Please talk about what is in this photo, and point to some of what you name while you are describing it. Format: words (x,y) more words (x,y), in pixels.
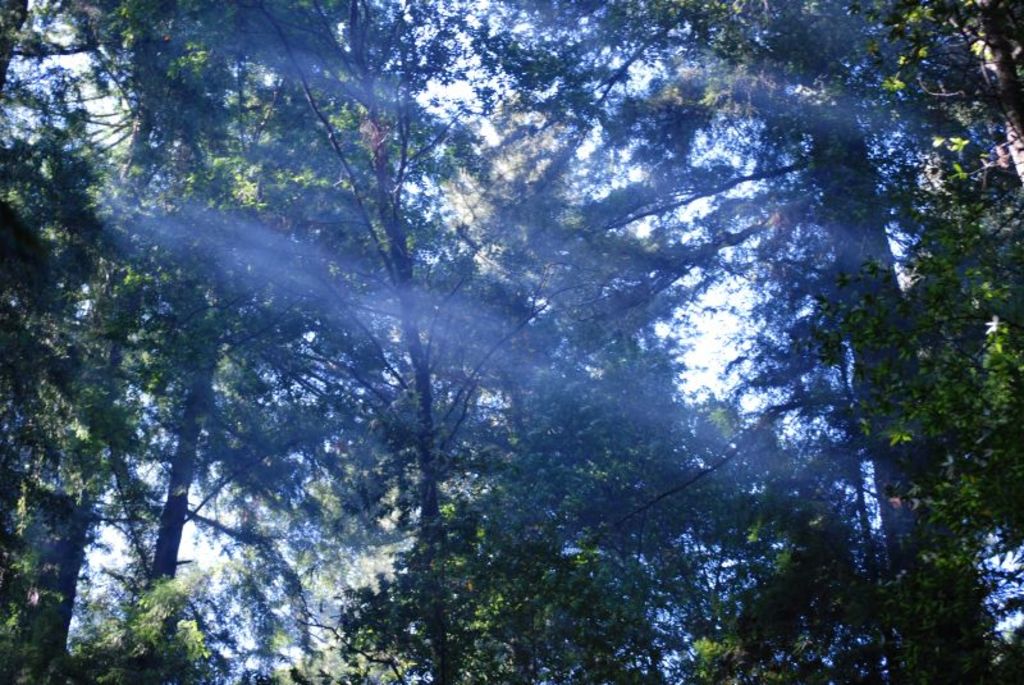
In the center of the image (448,456) there are many trees (975,545).
